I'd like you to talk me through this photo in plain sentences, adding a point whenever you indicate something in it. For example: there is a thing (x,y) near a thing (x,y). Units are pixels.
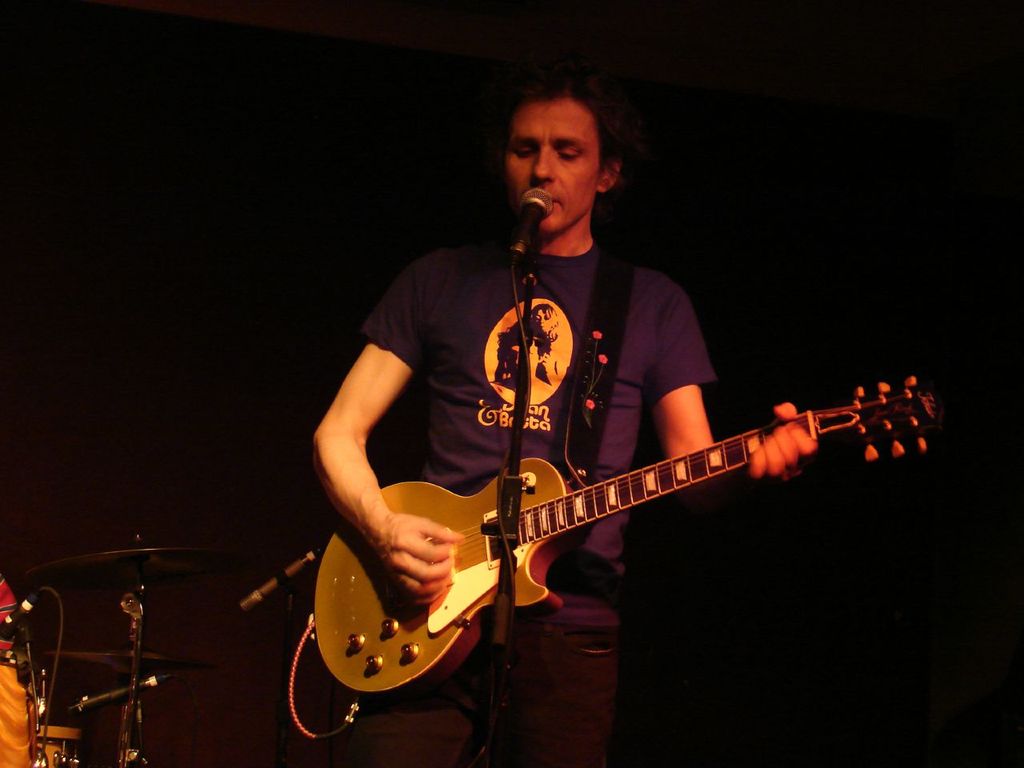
In this picture there is a person (544,437) standing and playing guitar (480,538). He is singing on a mic (534,218). Few musical instruments (43,733) are seen to the left (43,733).
